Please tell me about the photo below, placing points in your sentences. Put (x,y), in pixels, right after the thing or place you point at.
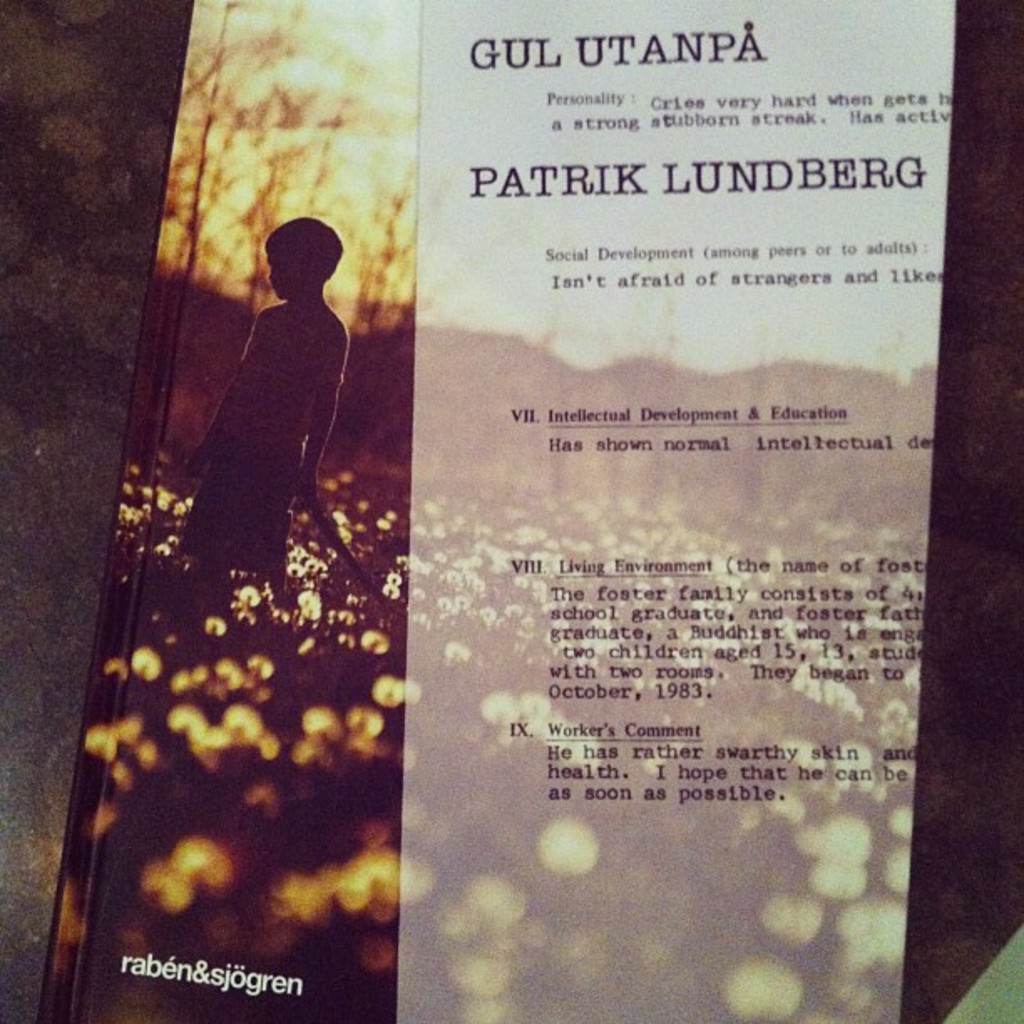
In this image there is a book (605,312), on the book (571,482) there is text (573,652) and there is one boy (251,547), trees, plants (196,698) and flowers (222,659). And in the background (114,233) there might be a table (112,315).
